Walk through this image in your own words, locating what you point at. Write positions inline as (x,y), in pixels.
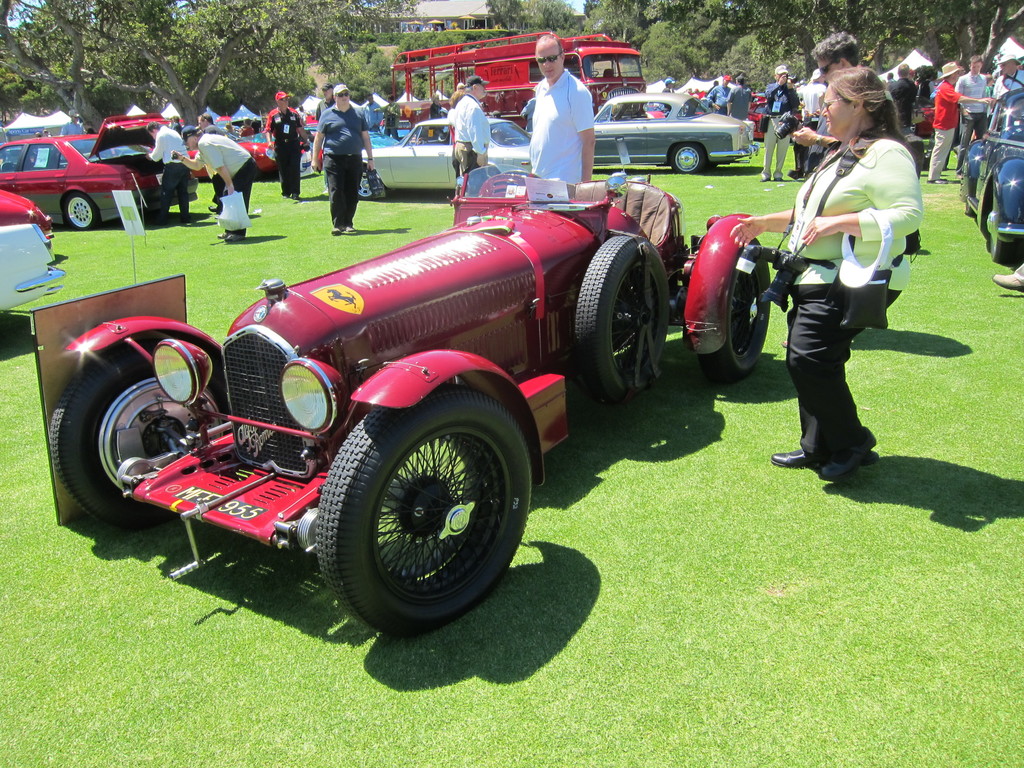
In this image there is a garden (697,537), in that garden (700,506) there are cars (133,182), people (814,204) are doing different activities in the garden (708,187), in the background (780,15) there are trees (742,26).
